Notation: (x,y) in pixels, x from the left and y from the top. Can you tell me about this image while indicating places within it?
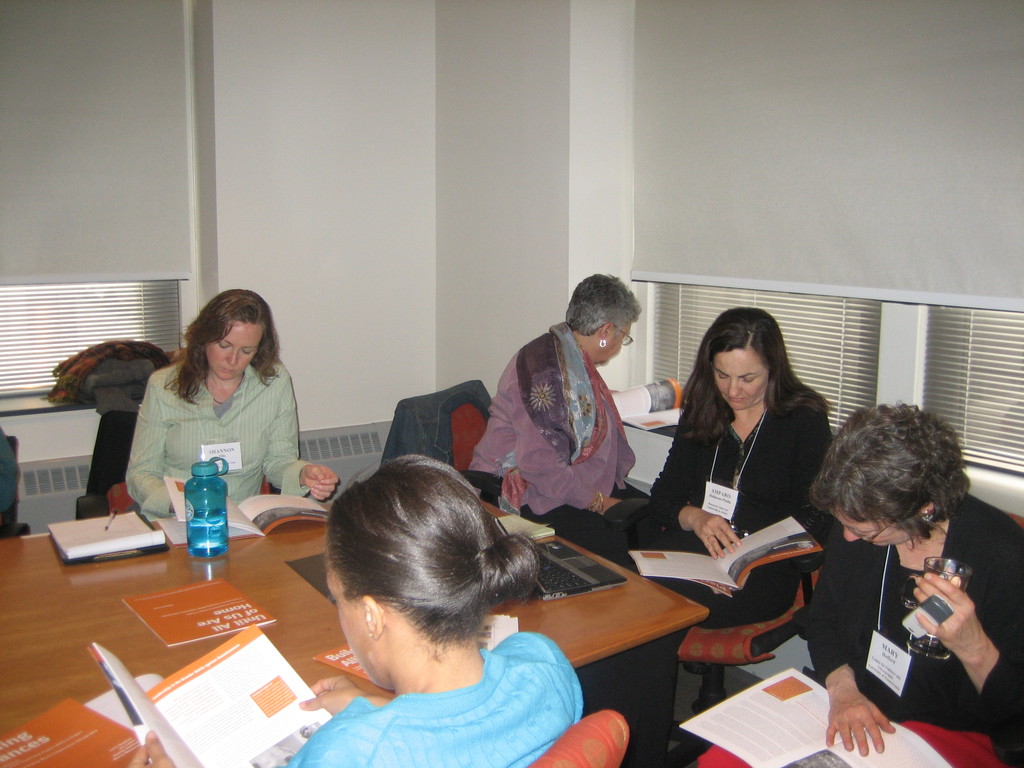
In the center of the image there is a table (157,587). On the table (599,591) we can see books (146,597), pen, bottle (203,552), laptop (552,557) are there. Beside the table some persons (584,420) are sitting on a chair (815,558) and holding books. In the background of the image (71,260) we can see windows (193,264), curtains (699,168), wall (436,144) are there.
